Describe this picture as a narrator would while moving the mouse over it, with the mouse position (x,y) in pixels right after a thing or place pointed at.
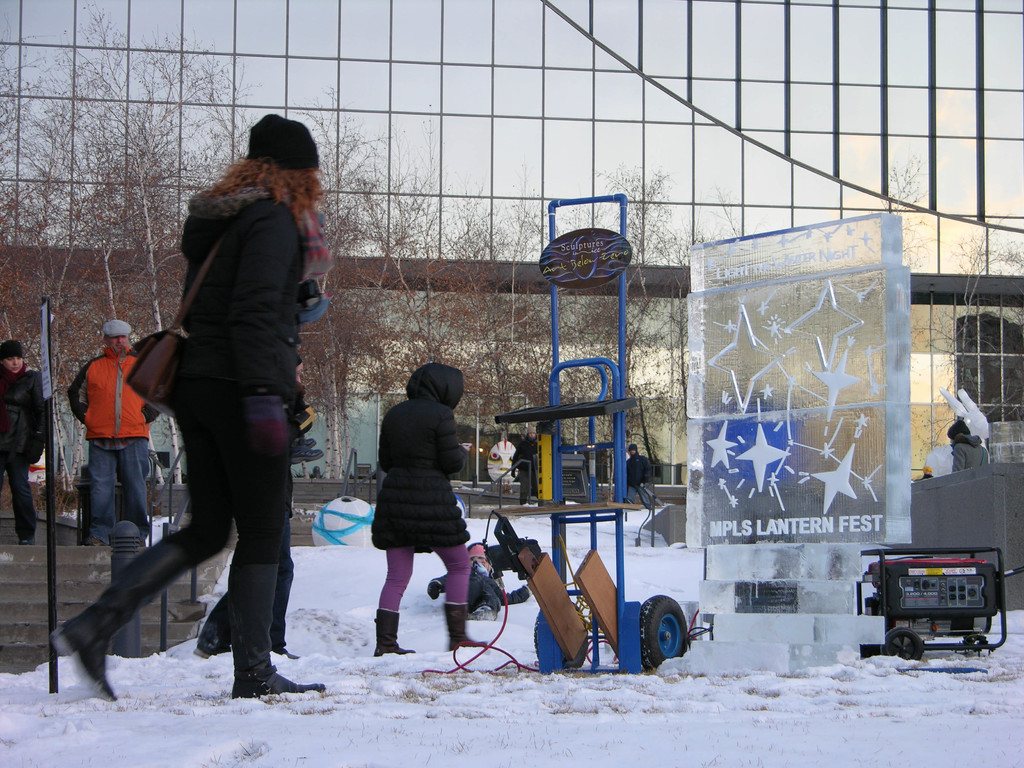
In front of the image there are people (66,635) walking on the snow (766,683). There are some objects (622,570) on the surface (947,715). There is a board (781,398) with some text (838,518) and drawing (803,409) on it. On the left side of the image (16,554) there are stairs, poles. In the background of the image (385,248) there are trees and buildings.
